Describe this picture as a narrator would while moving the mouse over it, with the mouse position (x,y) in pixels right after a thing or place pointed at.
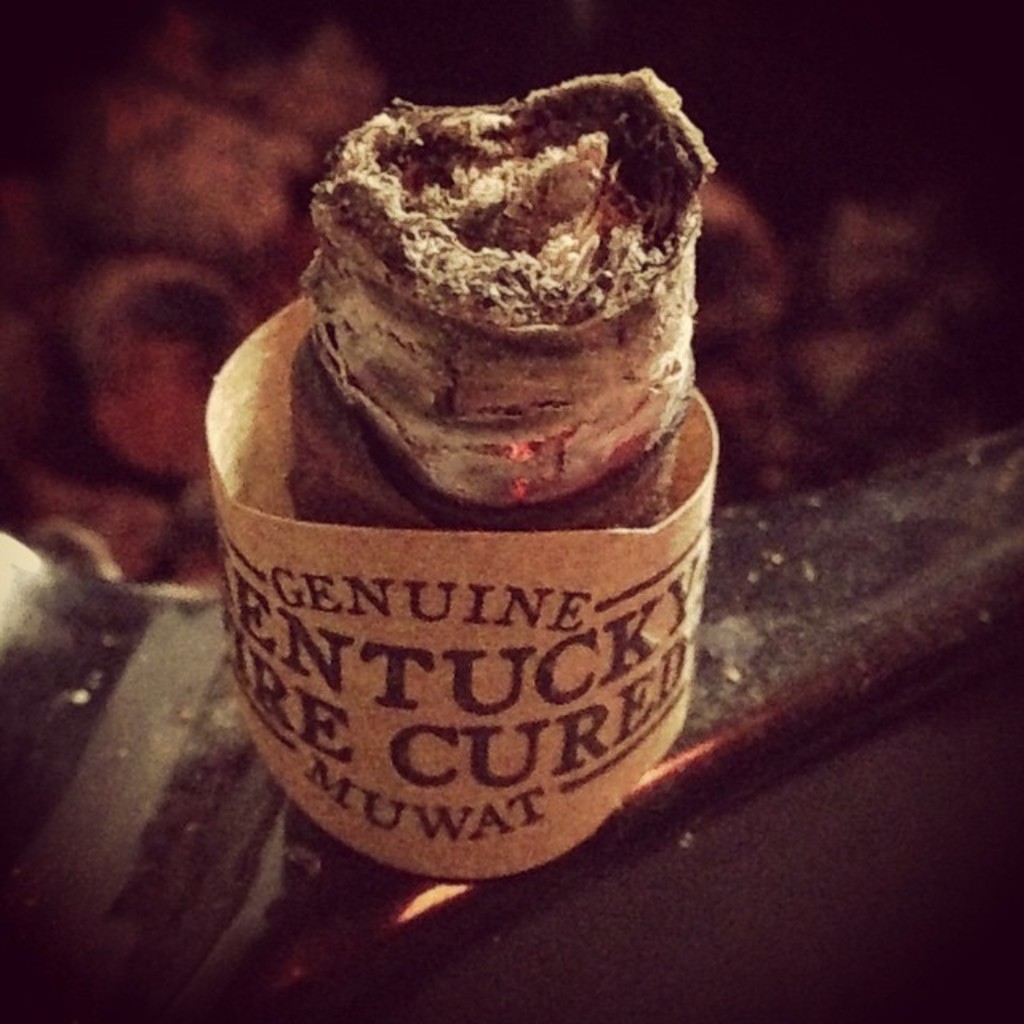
In this image I can see a cigar (370,594) which is in brown color and I can see blurred background (145,128).
